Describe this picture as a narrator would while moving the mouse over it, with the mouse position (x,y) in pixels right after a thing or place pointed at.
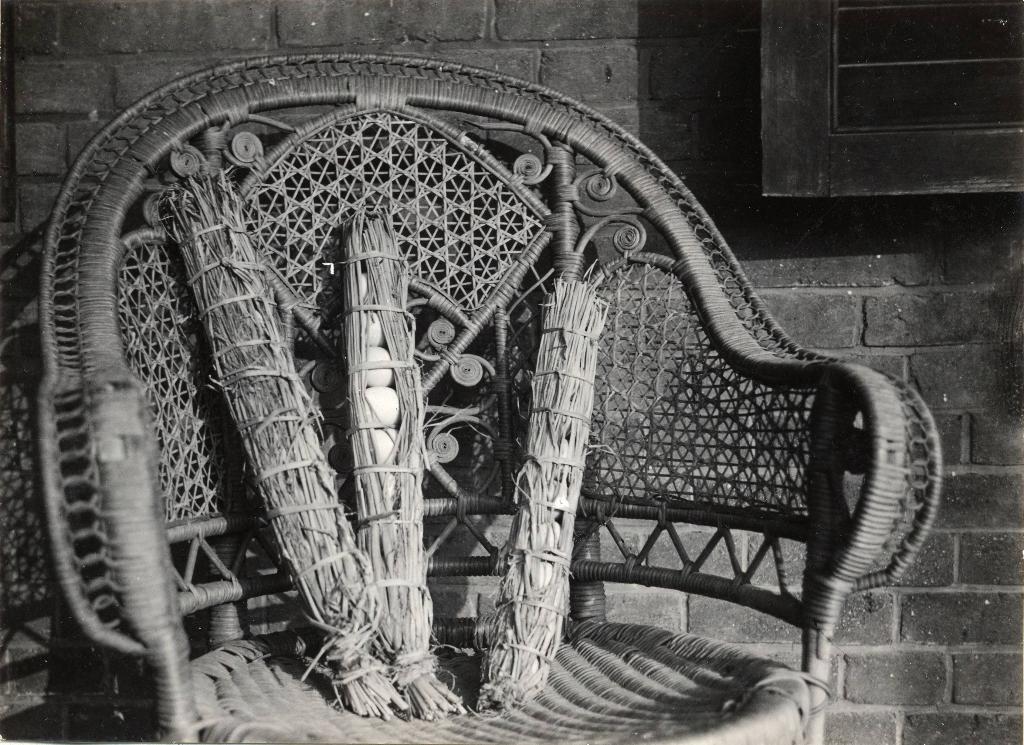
This is a black and white image. In the center (455,417) there is a wooden chair (793,522) placed on the ground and there are some objects (520,670) placed on the chair (527,718). In the background (106,30) we can see a brick wall (615,11) and a window (972,48).
